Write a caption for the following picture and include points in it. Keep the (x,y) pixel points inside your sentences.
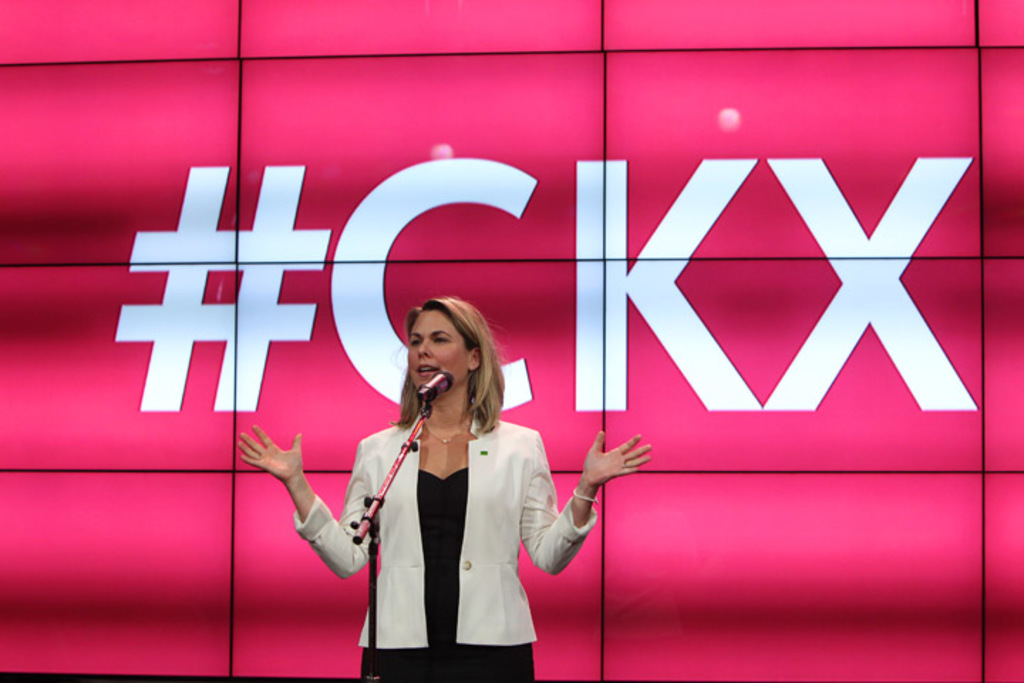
In the center of this picture (496,443) we can see a woman (479,364) wearing a blazer (514,463), standing and seems to be talking and we can see a microphone (434,390) is attached to the metal stand (411,443). In the background (353,214) we can see the text (898,236) and some other objects (626,606).
